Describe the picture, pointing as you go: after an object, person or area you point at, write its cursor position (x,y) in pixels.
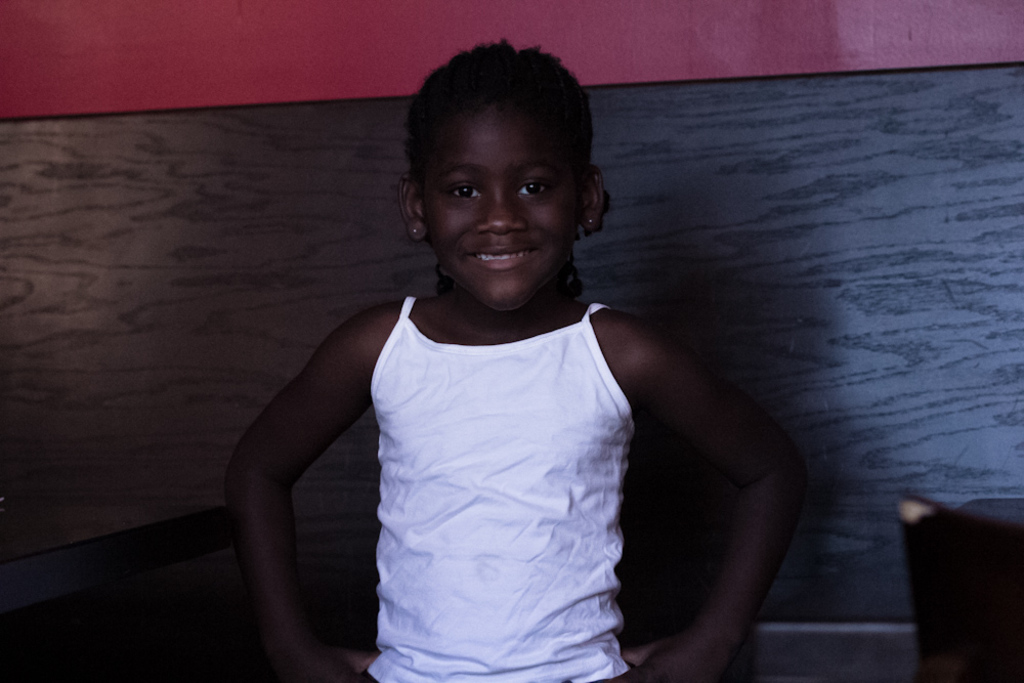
In this picture there is a girl (616,447) who is wearing white dress (616,470) and she is smiling. On the right (988,566) I can see the chair (990,546) and table (898,647). At the top (941,161) there is a wall (729,46).
